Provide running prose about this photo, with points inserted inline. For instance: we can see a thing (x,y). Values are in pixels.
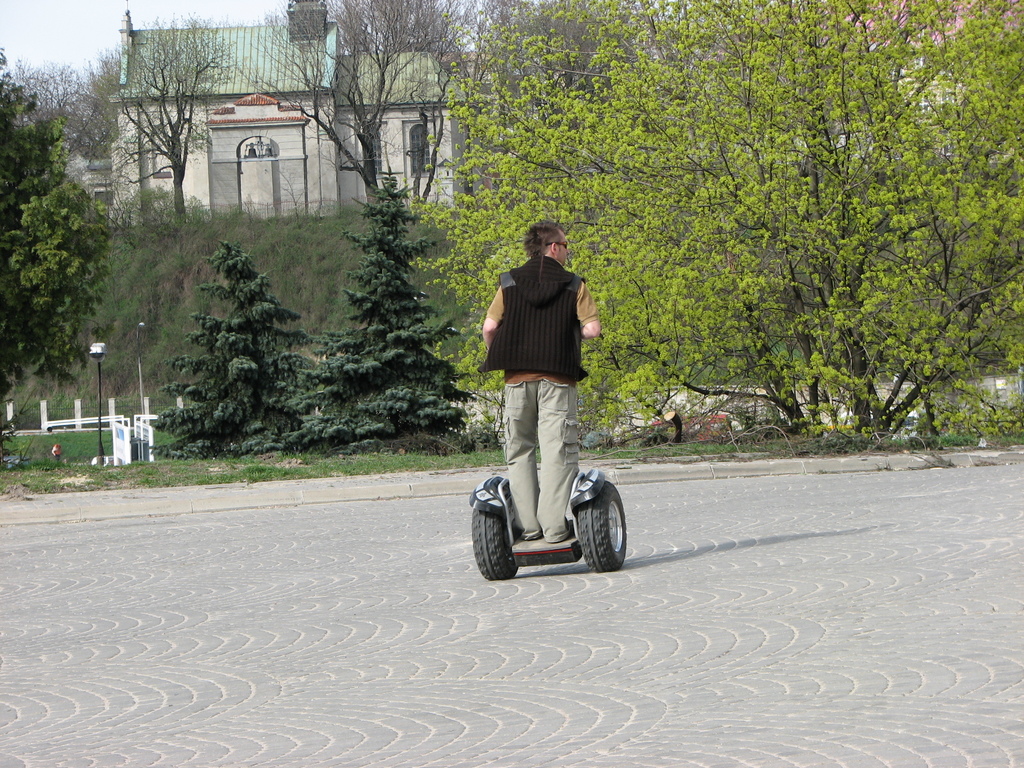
In this image we can see a person (532,375) is standing on Segway (493,544), wearing tan t-shirt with grey pant (532,412). Behind so many tree (814,142) are there and one building (266,116) is present.
